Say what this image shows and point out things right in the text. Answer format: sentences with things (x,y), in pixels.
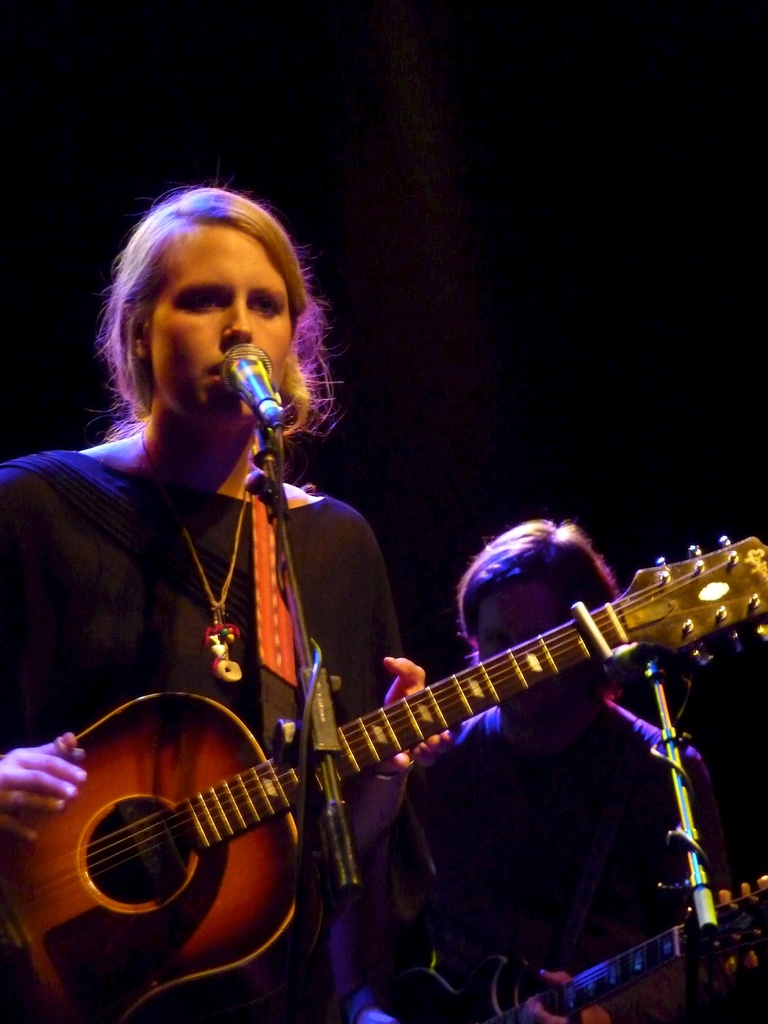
This picture shows a woman (148,635) standing and playing guitar (381,751) and singing with the help of a microphone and we see a man (449,918) seated and playing guitar (722,952) and it is black background (20,24) on her back (622,307).
